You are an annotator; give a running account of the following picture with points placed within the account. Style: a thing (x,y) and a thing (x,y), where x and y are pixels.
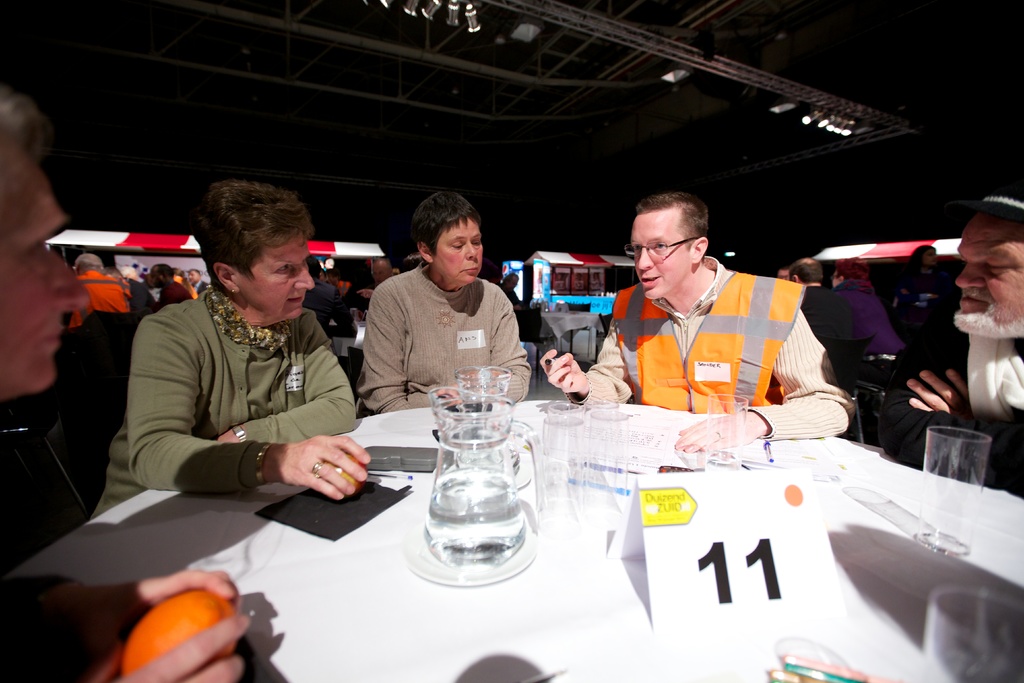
In this image we can see the people (156,449) sitting on the chairs (360,368) in front of the table (621,586) and on the table (751,665) we can see the glasses (729,438), papers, jar (490,469), box (380,457) and also a reserved number plate (732,546). At the top (378,94) there is roof (697,93) for shelter. We can also see the decor lights (809,112) in this image.
